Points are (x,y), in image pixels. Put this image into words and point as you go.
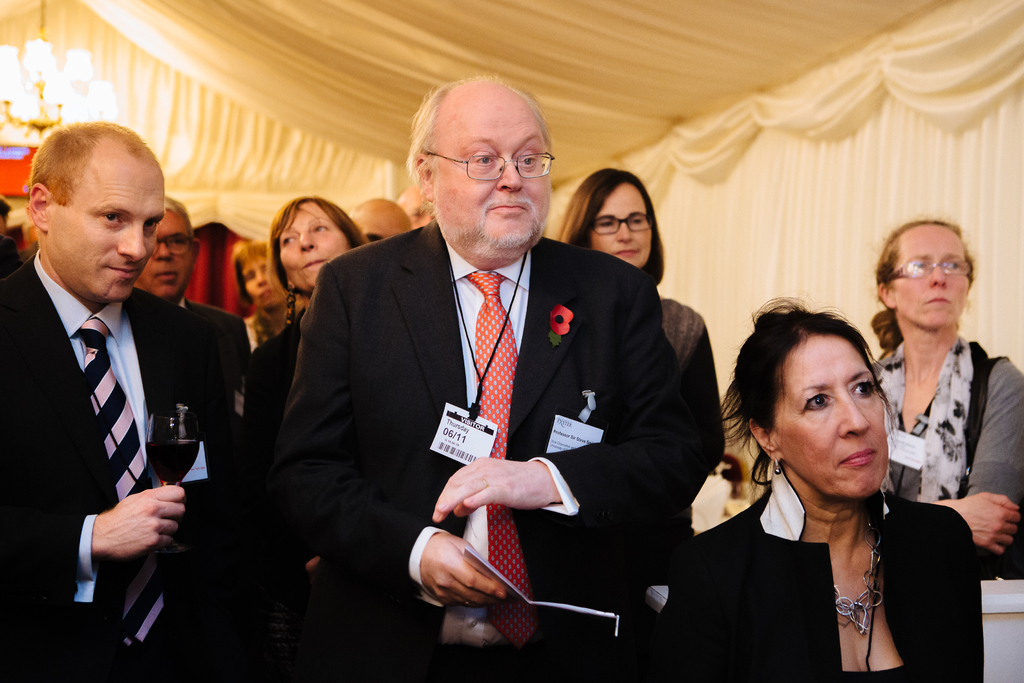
In this image we can see people (349,442) standing. The man (128,564) standing on the left (184,491) is holding a wine glass (181,468). In the background (850,192) there is a curtain (842,208) and we can see a chandelier (32,79).
